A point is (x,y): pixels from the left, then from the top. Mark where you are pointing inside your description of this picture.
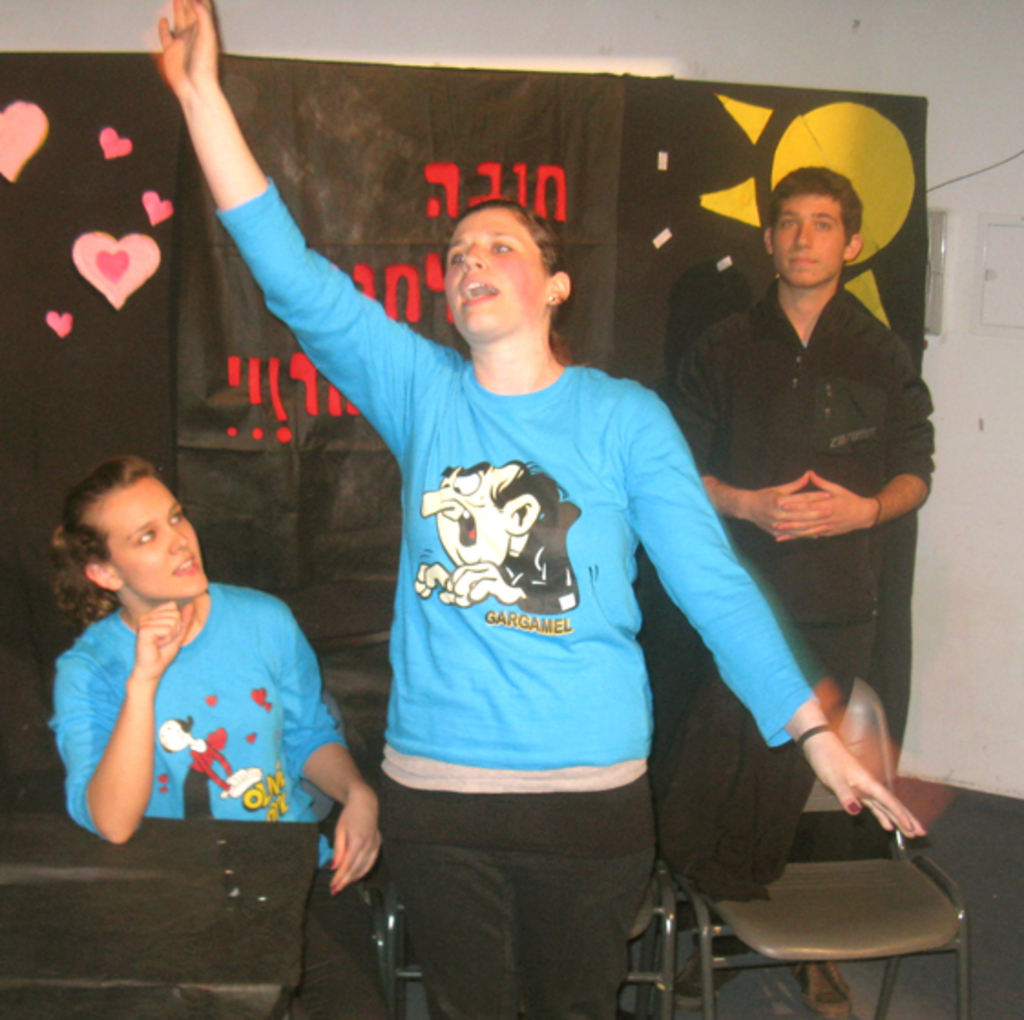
As we can see in the image there is a white color wall (1015,409), black color banner (642,172), three people (762,494) over here. The women (170,569) on left side (184,583) is wearing sky blue color shirt (199,680) and sitting and on the right side (838,919) there is a chair (842,880).
